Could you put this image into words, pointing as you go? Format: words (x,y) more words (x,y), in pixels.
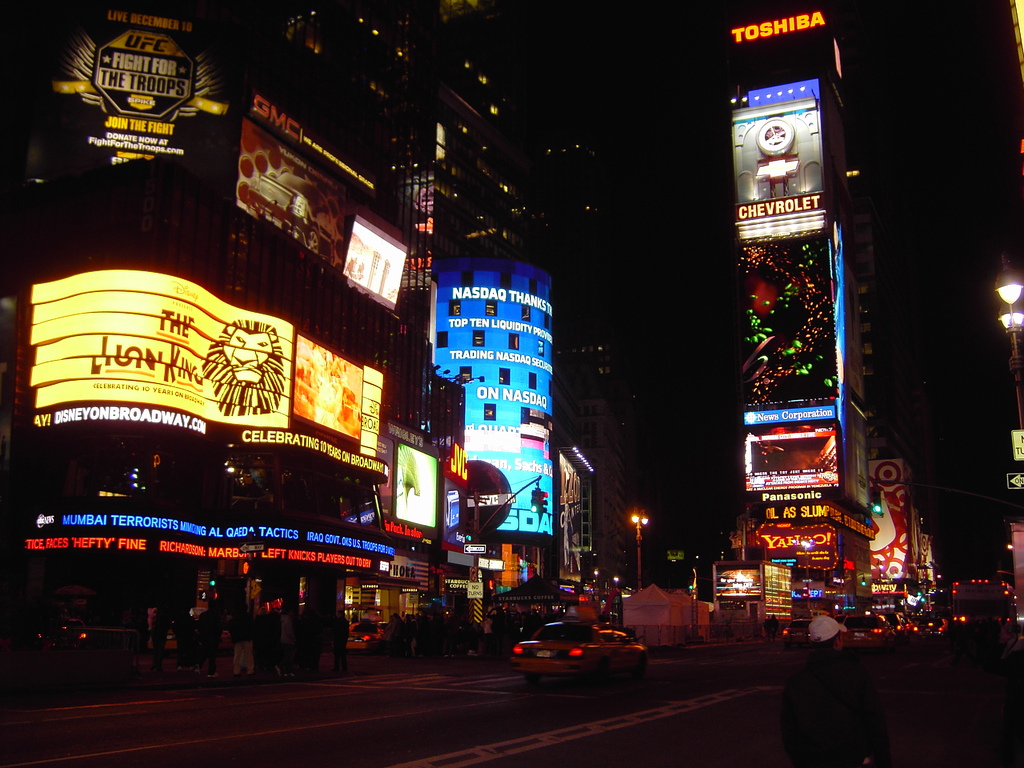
This picture is clicked on the road (582,684). There are vehicles (530,657) moving on the road (651,719). Beside the road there are buildings (614,529). There are lights (311,361) and boards (781,233) with text (799,470) on the buildings (422,541). There are street lights (1023,326) in the image. At the top (712,201) it is dark.
